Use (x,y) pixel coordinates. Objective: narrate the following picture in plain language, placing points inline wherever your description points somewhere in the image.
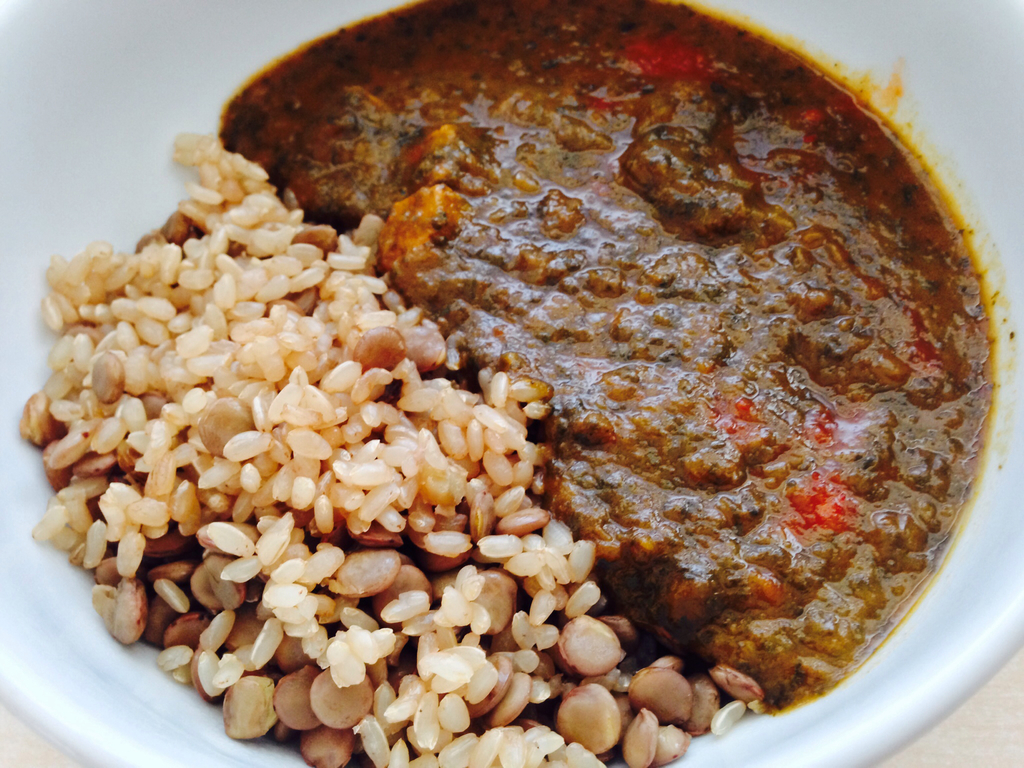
In this picture we can see some food (249,617) on a plate (8,487).
